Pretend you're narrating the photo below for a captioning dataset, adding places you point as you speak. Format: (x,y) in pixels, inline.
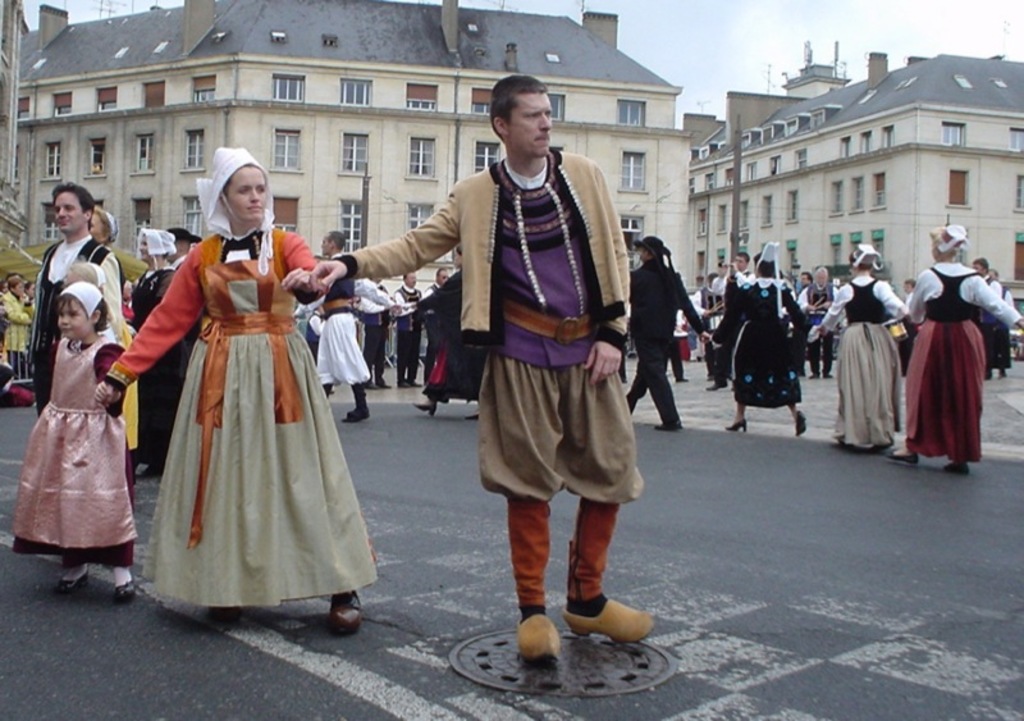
In the center of the image (478,305) we can see many people (891,374) walking and some of them (826,333) are standing. In the background (183,165) there are buildings (377,161) and sky (765,52).
